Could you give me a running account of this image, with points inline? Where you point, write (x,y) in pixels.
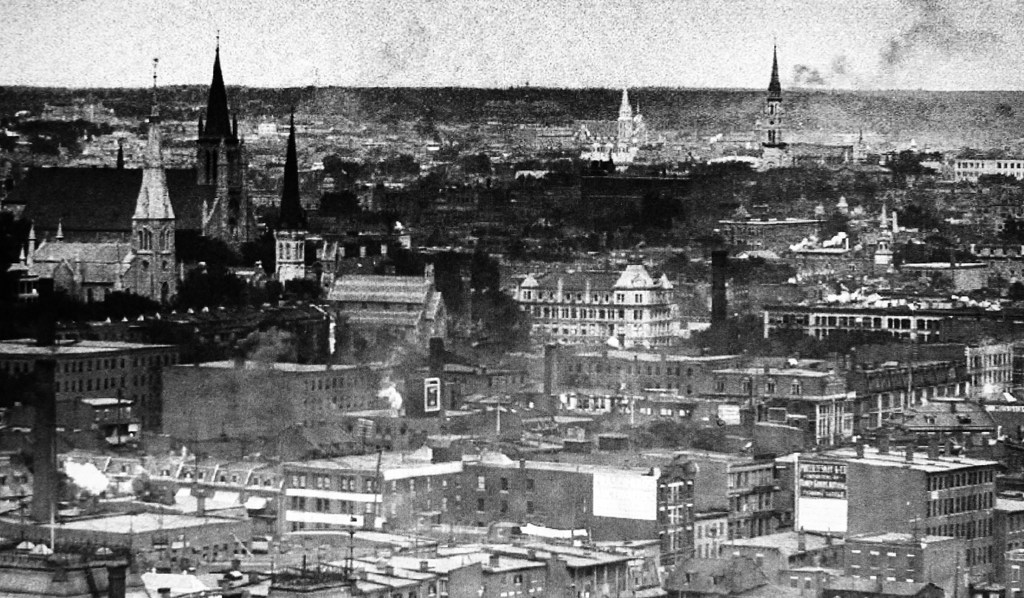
In this image I can see few buildings (501,491), windows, forests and trees (368,208). The image is in black and white.
